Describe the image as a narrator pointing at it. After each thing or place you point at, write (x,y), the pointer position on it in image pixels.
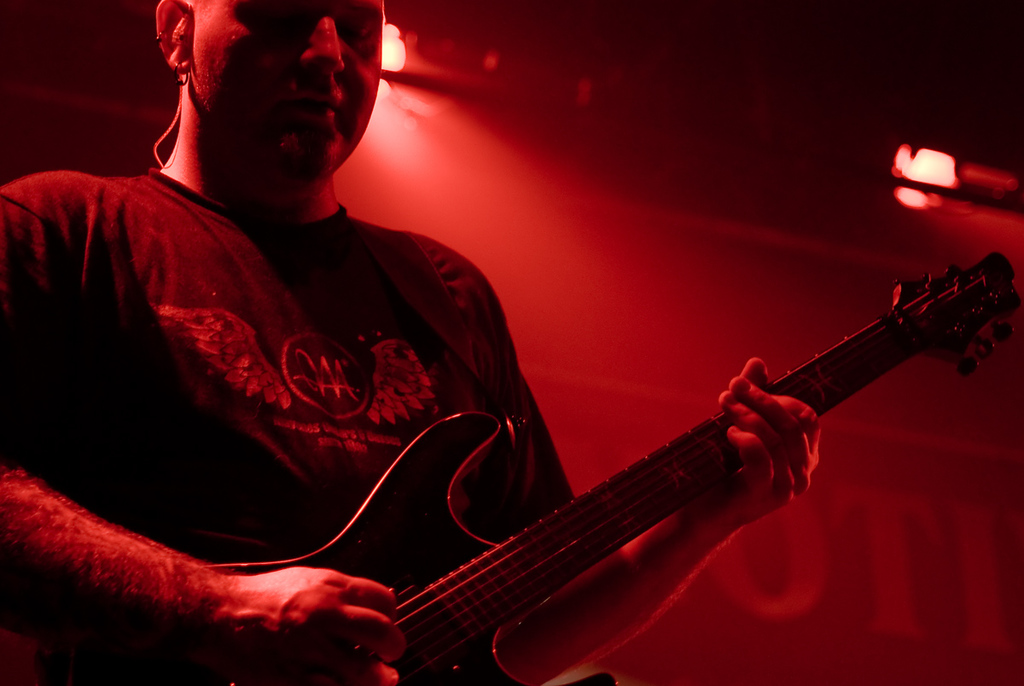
There is a man (221,289) in this picture holding a guitar (595,499) and playing it. In the background (839,287) there is a red colored light (503,136).
